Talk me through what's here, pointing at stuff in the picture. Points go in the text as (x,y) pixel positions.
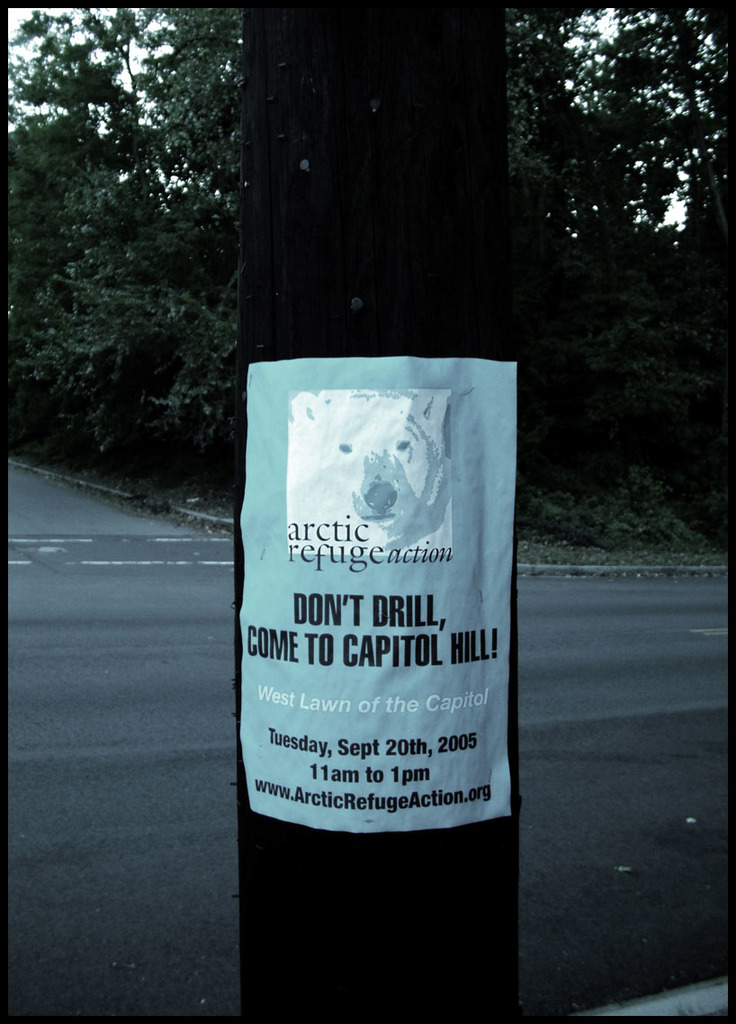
In this picture we can see the black pole (464,945) in the middle of the image (278,524) with paper stick (350,633). Behind there is a road (115,689) and some trees (127,213).
